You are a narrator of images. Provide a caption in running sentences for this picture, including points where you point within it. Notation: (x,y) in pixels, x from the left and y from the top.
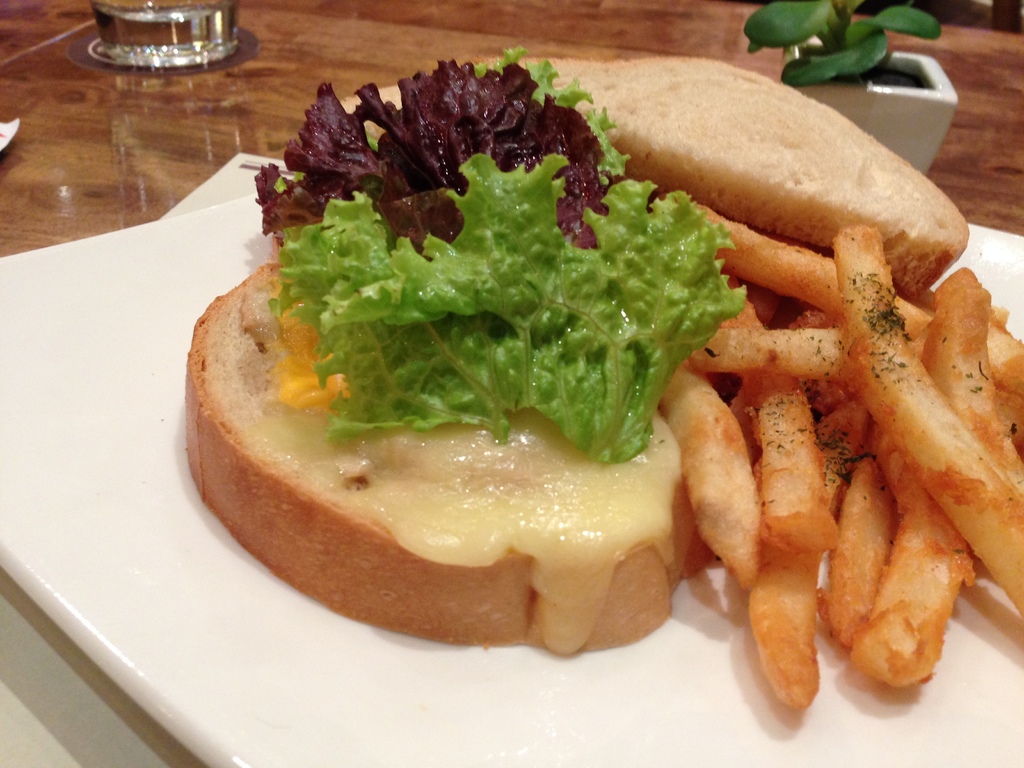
There is a table (253,85). On the table (218,85) there are glasses (139,22), pot (884,89) with plant (840,49) and a plate (120,367). On the plate (435,650) there is a food item (502,474) with leaves (603,321), french fries (793,362) and some other thing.
